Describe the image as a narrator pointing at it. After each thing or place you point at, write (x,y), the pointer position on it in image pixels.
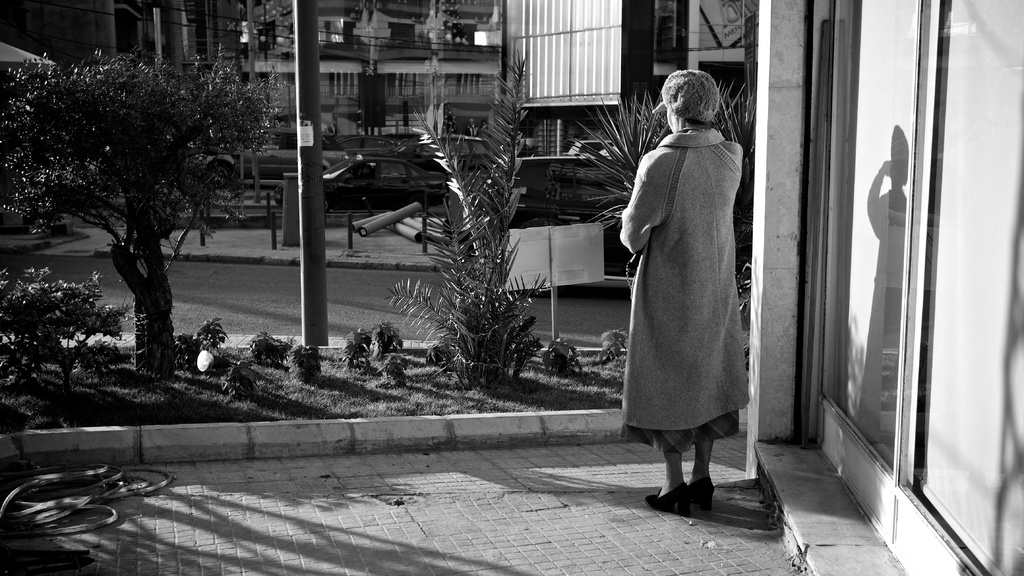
This is a black and white image where there is a person (656,361) who is turned back side and towards right of the person (698,327) there is a building (990,567) and the person (702,500) is wearing a pointed shoes (701,496) in front of the person (648,427) there are some trees (486,353) and here is a pole (320,333) there are also some buildings (470,66) in front of the person (672,354) and also some cars (377,172) which are parked over here and here is a road (341,276) and here is a pipe (33,481) where the person (674,459) is standing.
